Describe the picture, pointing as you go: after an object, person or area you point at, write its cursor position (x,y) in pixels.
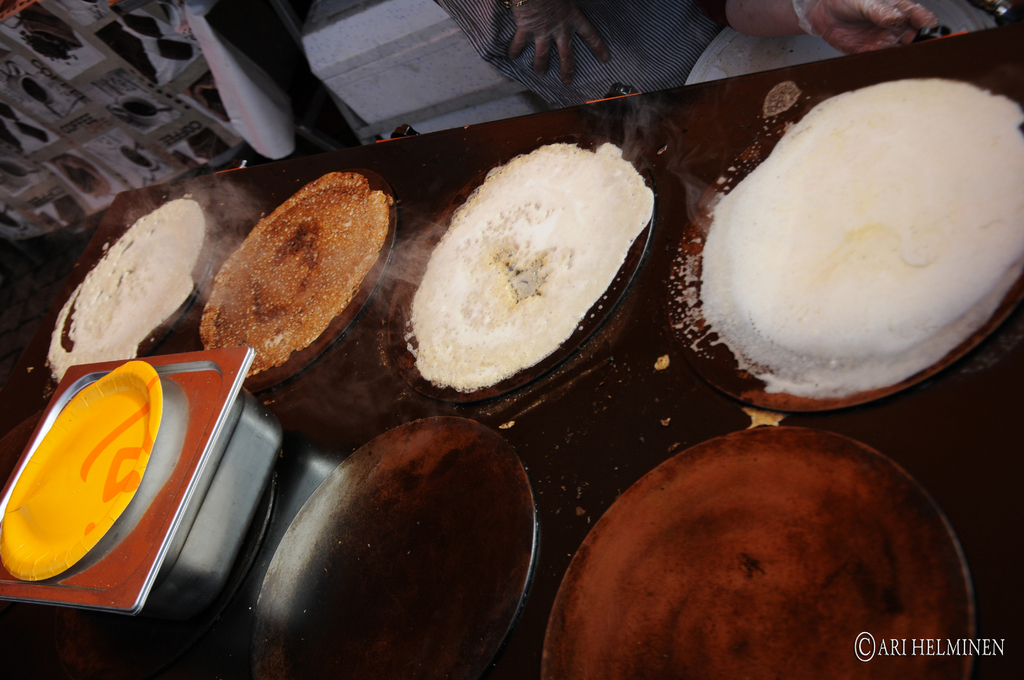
In this picture there is food (970,284) on the pans (536,370). There are pans (391,594) and there is a bowl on the table (334,428) and there is a plate (106,456) on the bowl (169,384). At the back (591,81) there is a person (674,67) standing behind the table (939,59) and there is a bowl (947,6) and there is an object (398,82) and there it looks like a cover (198,34) on the rod (348,126) and there is a poster (105,119) on the wall (119,87). At the bottom right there is text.
